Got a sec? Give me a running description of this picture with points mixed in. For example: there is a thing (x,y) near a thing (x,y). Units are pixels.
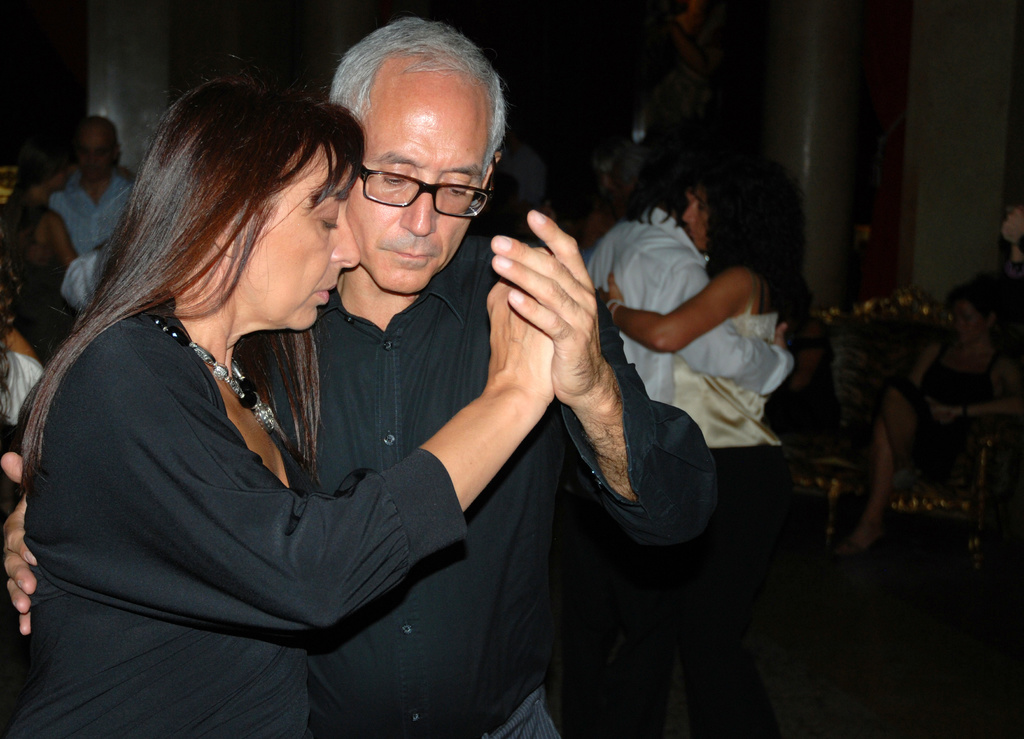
In this image I can see a crowd (394,99) is performing a couple dance on the floor (832,565). In the background (899,457) I can see one person (992,375) is sitting on the sofa (830,451), wall (923,223) and a pillar (806,194). This image is taken may be in a hall (880,211).
